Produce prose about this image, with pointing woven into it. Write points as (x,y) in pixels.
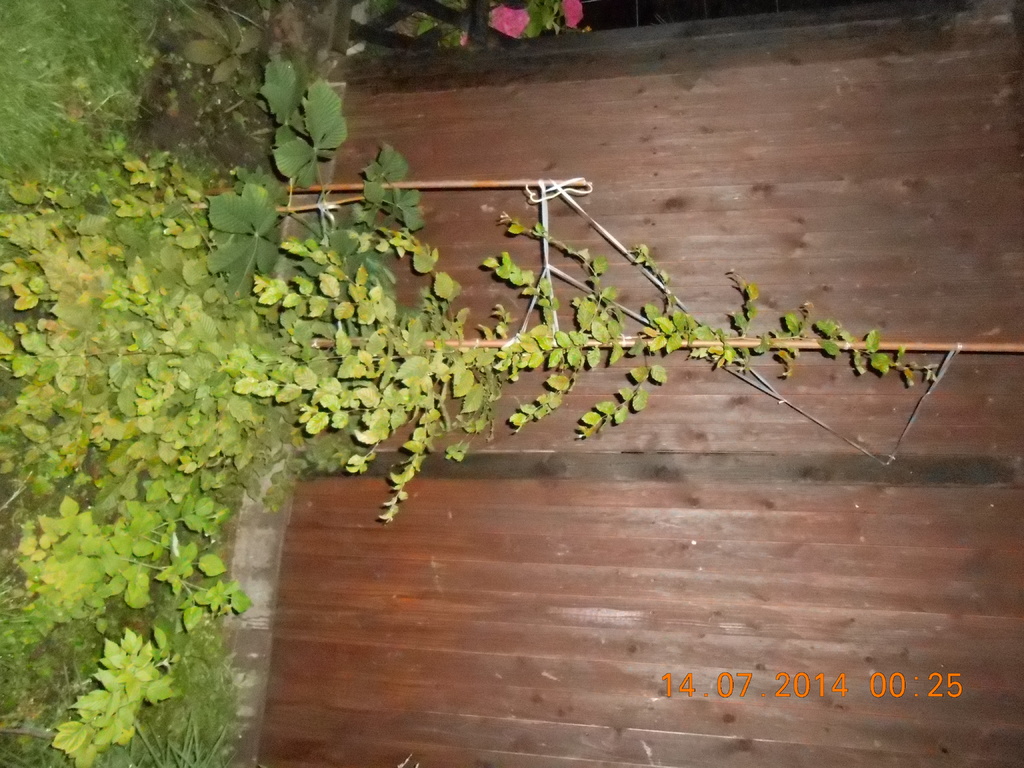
In this image I can see few plants (404,335) in green color, flowers (504,15) in pink color and the background (572,461) is in brown color.
